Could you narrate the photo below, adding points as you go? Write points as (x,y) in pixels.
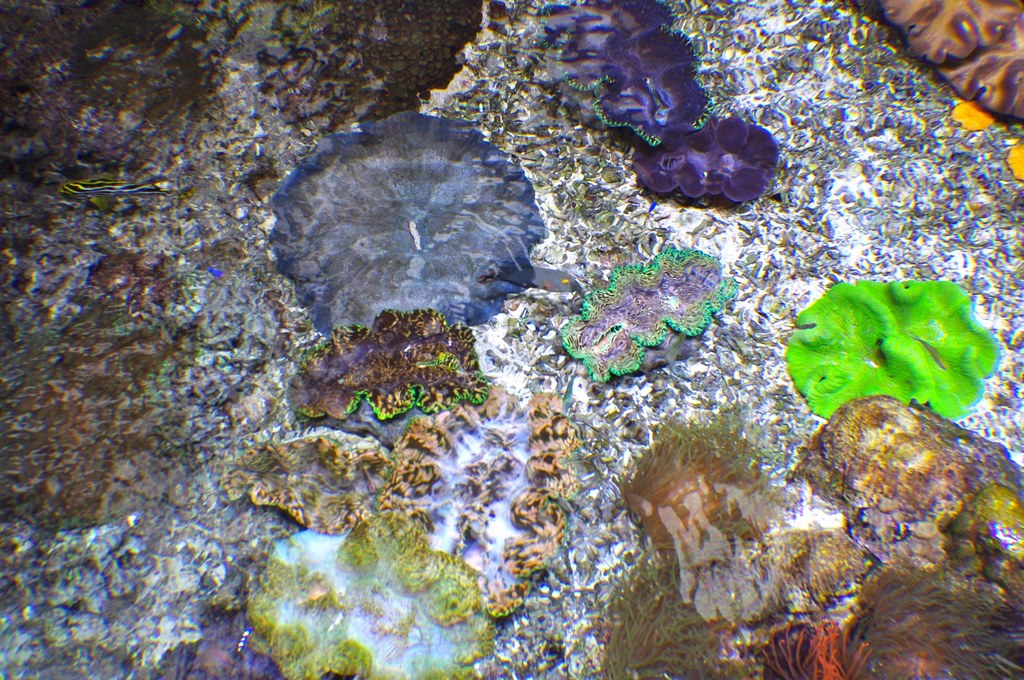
In this image there are objects (454,368) which is green, blue and purple in colour and there is white colour object (794,227).
